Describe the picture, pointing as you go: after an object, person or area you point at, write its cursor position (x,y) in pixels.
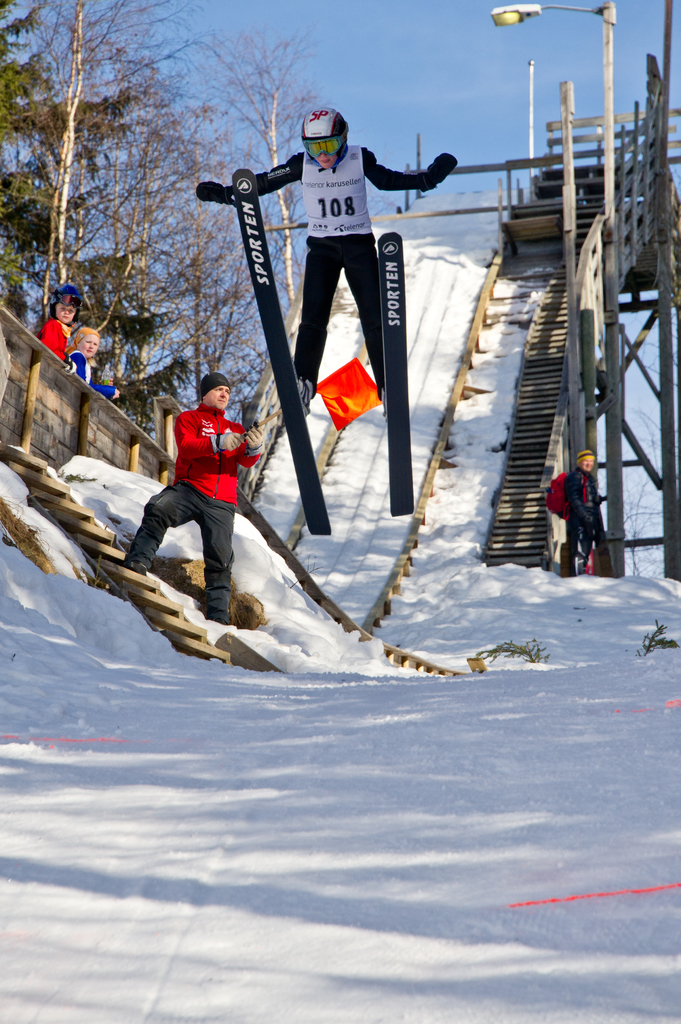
In this picture I can observe a person (335,170) on the skiing boards (404,329). He is wearing helmet (321,127) on his head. I can observe some snow (309,709) on the land (340,790). In the background (87,182) there are trees (54,131) and sky (422,59).
